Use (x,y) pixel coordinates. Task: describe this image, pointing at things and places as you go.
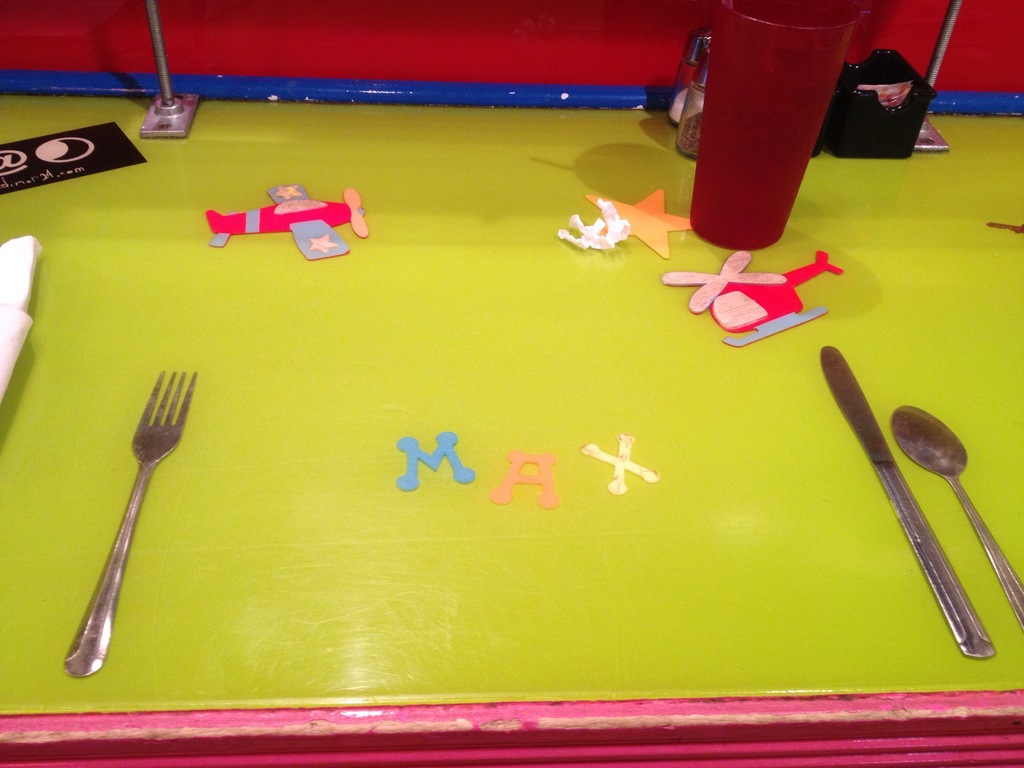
In this picture, this is a table (491,618) on the table (289,620) there are fork (115,587), knife (891,462), spoon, some toys (771,278), glass (750,147), cloth (10,289) and some items (868,122).
